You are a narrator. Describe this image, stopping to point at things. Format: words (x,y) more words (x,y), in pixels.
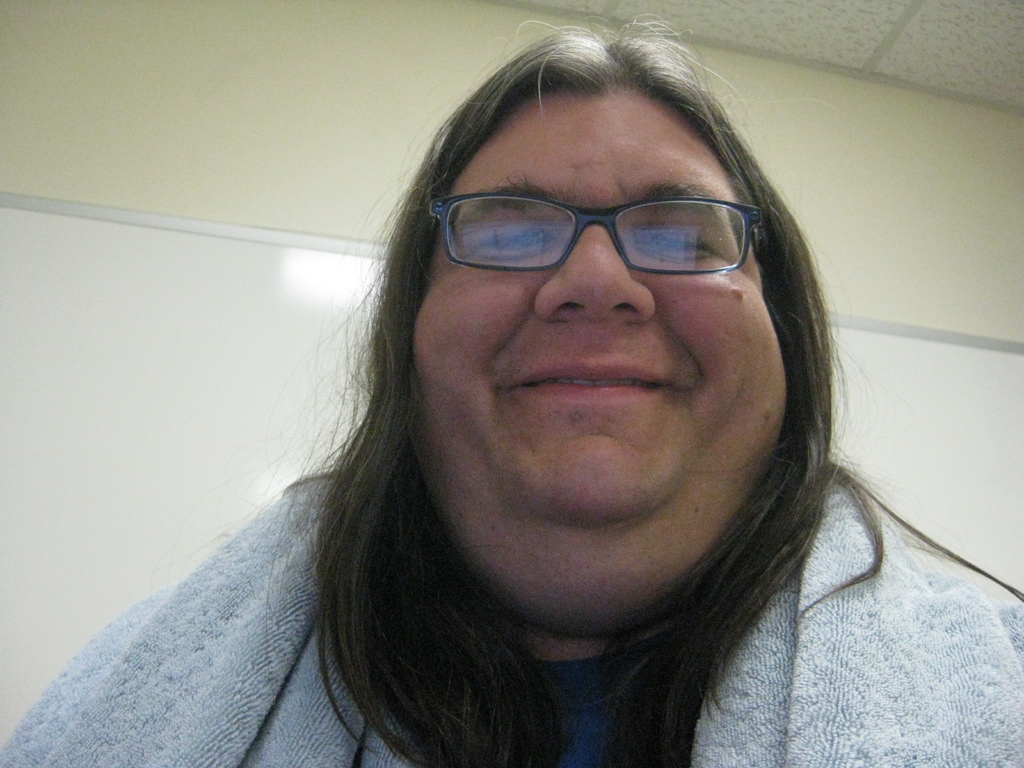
There is a person (683,177) wearing a spectacle (448,214), keeping a towel (940,623) on the shoulder (853,510) and smiling. In the background (193,261), there is a white board (172,296), which is attached to the wall (250,68) and there is a roof (918,35).
